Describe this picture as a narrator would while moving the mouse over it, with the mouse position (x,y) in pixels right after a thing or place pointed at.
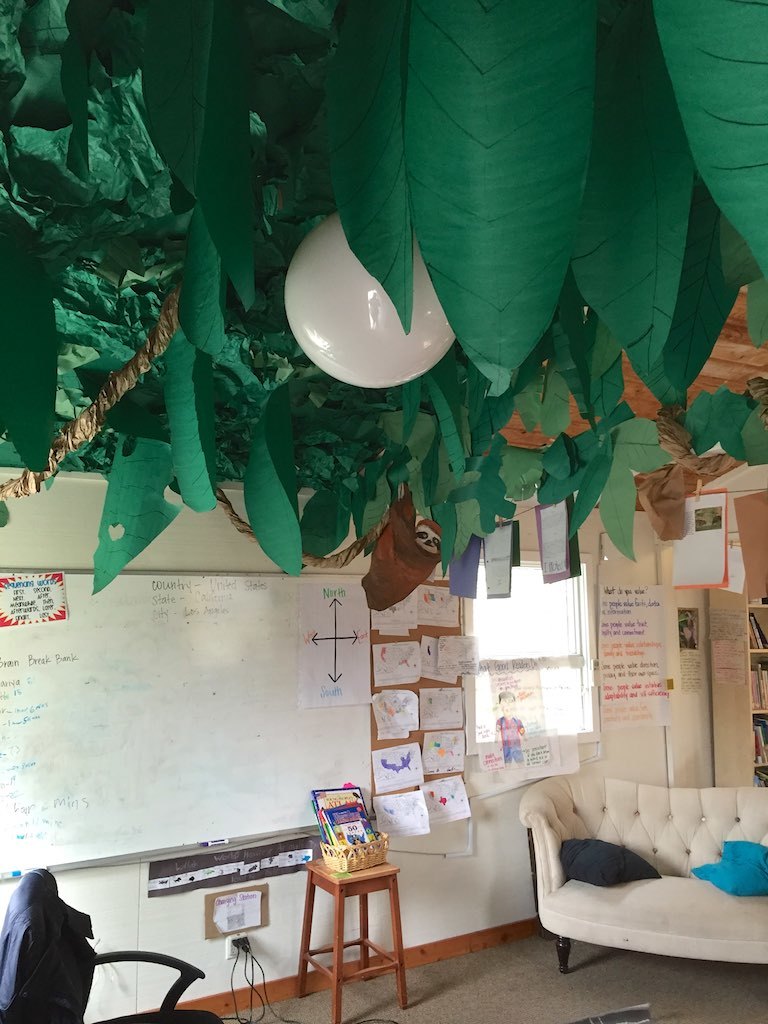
The picture is like a classroom. On the left (127,631) there is a board (131,746), chair (93,968), stool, books (343,806) and charger (241,938). On the right (686,892) there is couch (678,854), chart (652,688), bookshelf (734,728). In the center of the image (467,604) there is window (539,643), a notice board (422,628) and papers (409,664) attached on it. On the top (415,74) there are leaves (227,110) and a bulb (370,302).
